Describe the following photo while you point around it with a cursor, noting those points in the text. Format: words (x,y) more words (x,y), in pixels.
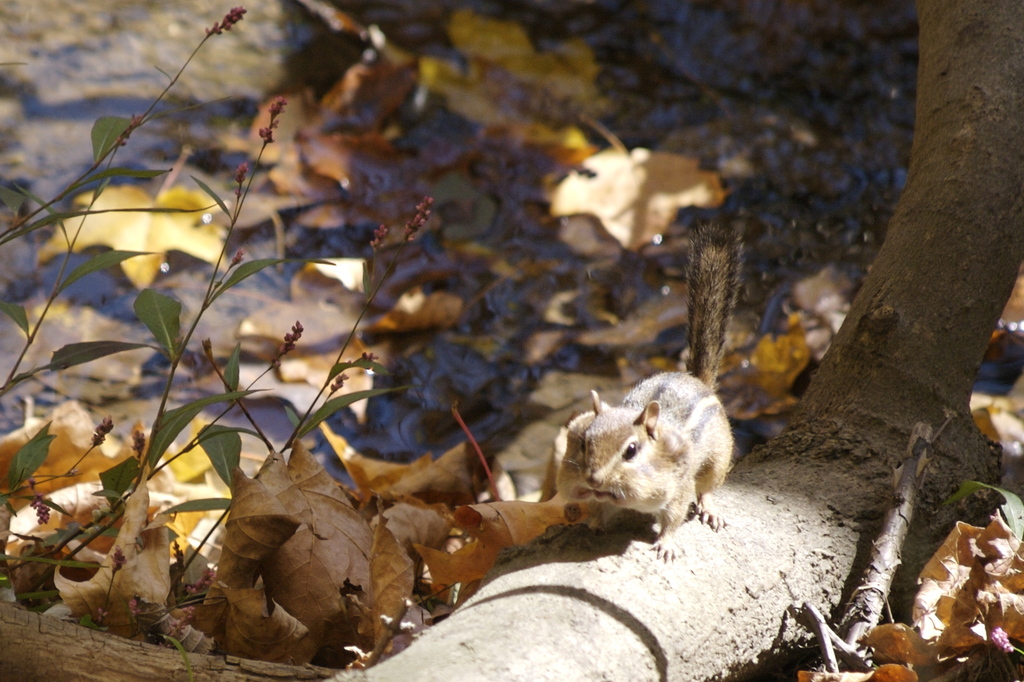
In this image we can see a squirrel (645,481) on a tree trunk (857,506). On the ground (360,519) there are dried leaves (448,564). Also there are few plants (249,276).
